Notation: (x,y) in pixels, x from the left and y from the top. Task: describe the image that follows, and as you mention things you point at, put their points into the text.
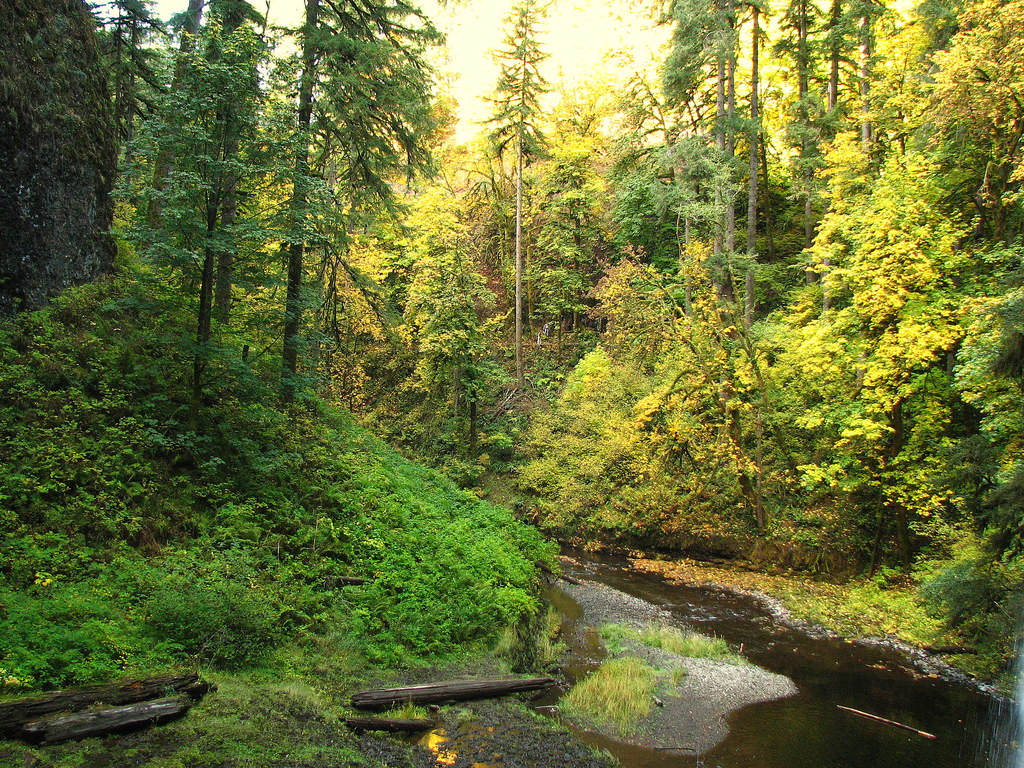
In the foreground of the picture (274,576) there are wooden logs (170,707), plants (536,653), water (854,719) and grass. In the center of the picture (437,479) and in the background (465,146) there are trees (537,445) and plants (529,388).
